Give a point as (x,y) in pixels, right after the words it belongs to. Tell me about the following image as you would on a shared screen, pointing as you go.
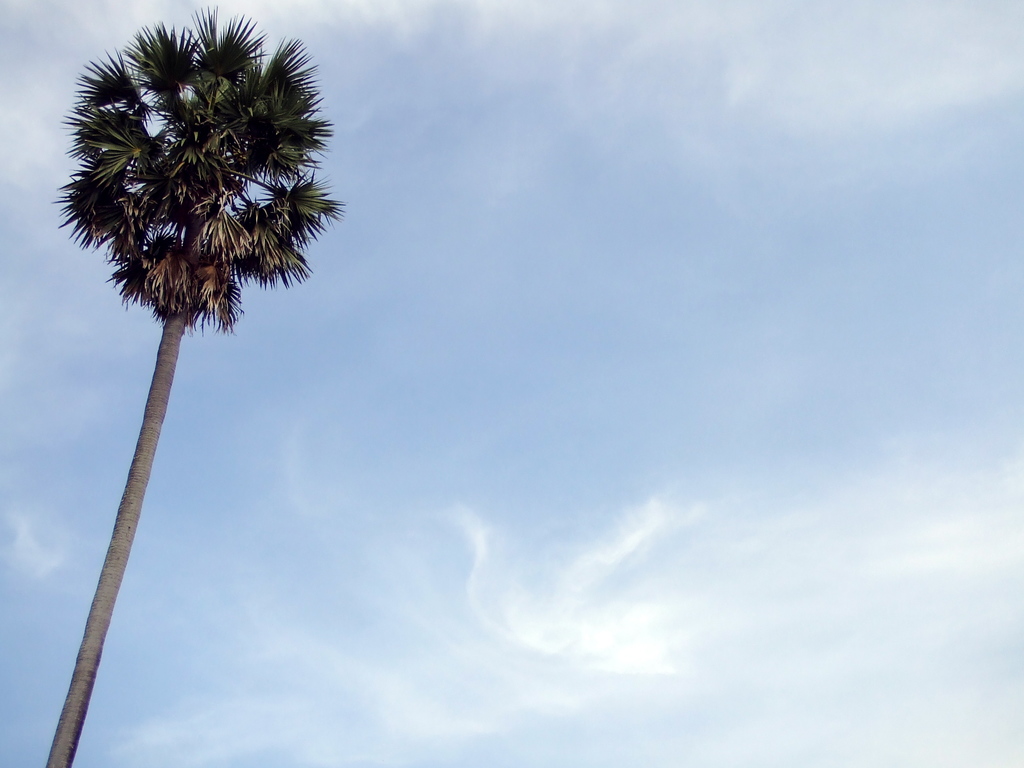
In this image, on the left side (157,273), we can see a tall tree (202,303) and the background (556,210) is the sky (556,270).
